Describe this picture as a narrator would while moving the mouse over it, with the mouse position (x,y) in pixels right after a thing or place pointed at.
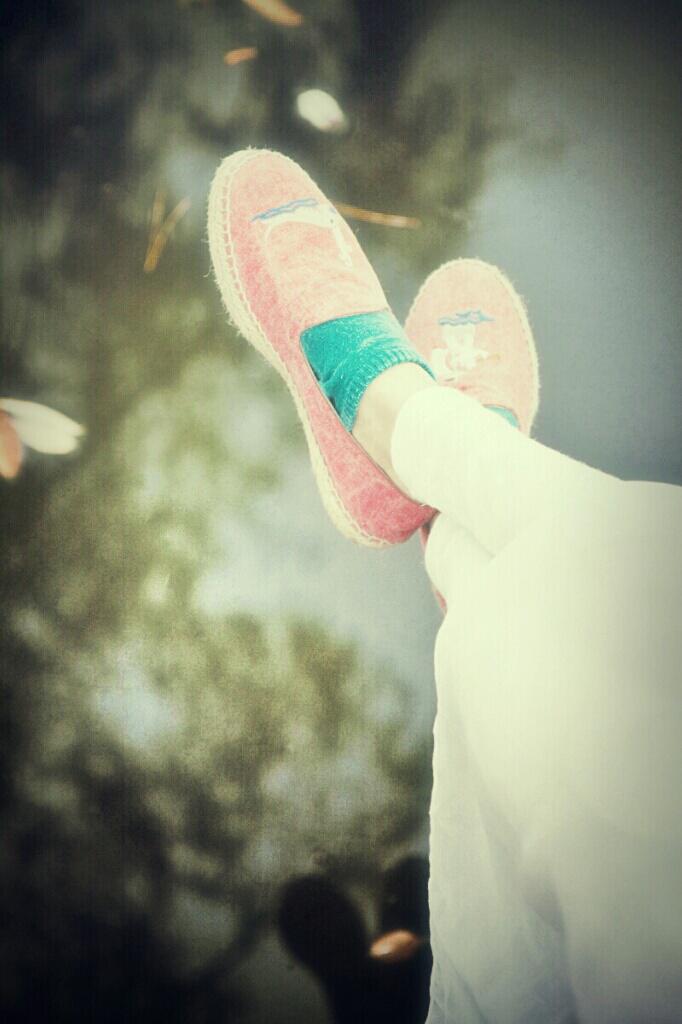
In this image we can see a legs (324,209) of a person (305,385) wearing shoes (306,297) and in the background (323,177) it is blurred.
